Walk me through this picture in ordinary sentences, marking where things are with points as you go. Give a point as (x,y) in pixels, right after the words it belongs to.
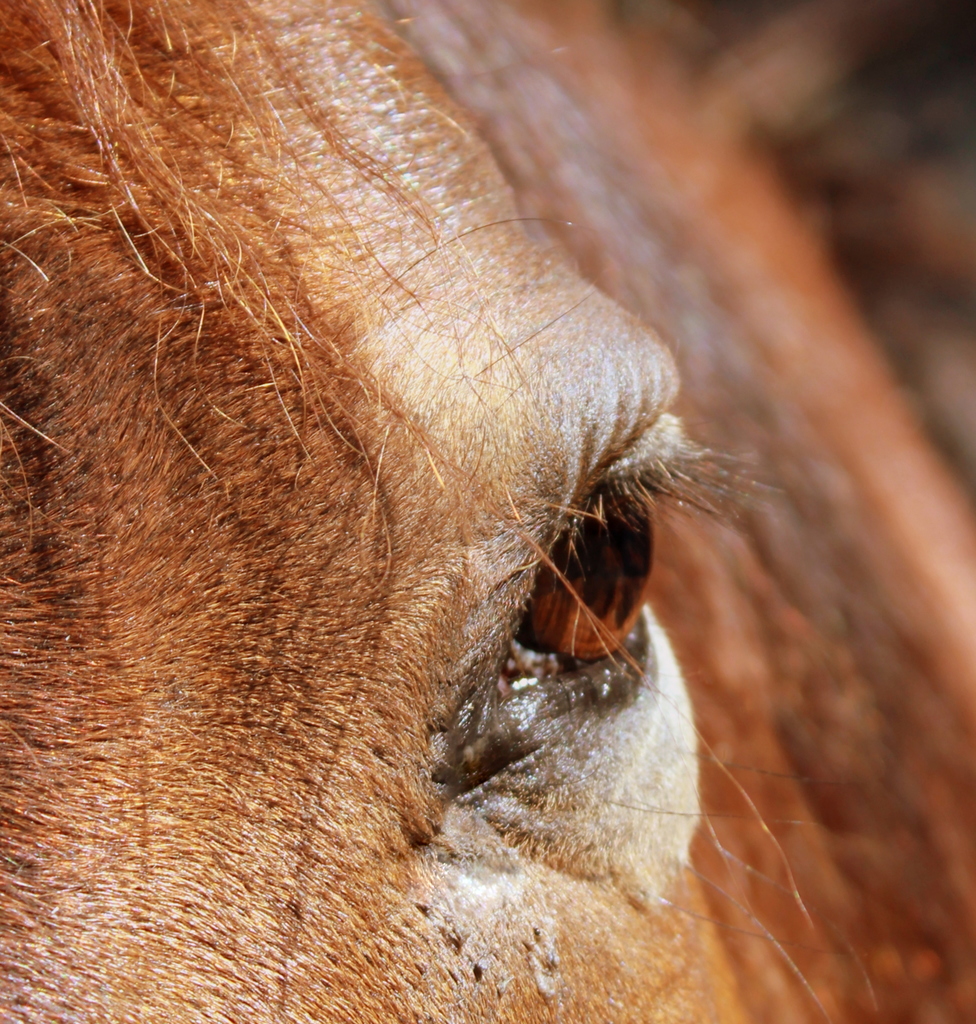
In this image, in the middle (637,552), we can see an eye (561,652) of an animal (564,683). On the left side (157,596), we can see the head (199,760) of an animal (207,816).
